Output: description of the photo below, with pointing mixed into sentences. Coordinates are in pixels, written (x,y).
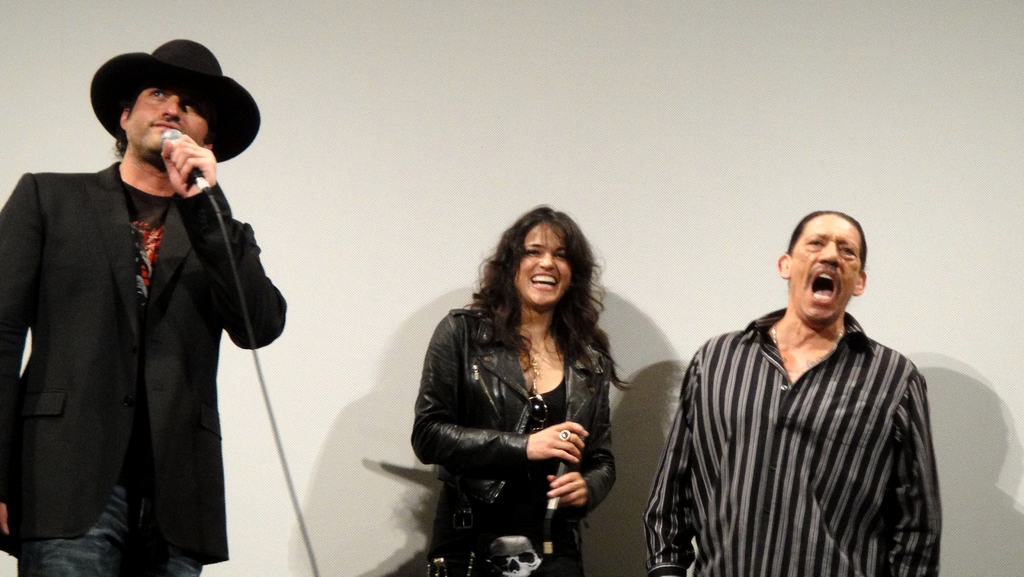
In this picture we can see three people (201,346) two men (212,410) and one woman (527,344) and the man (249,237) on the left side (259,285) is holding a microphone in the background (549,176) we can see a wall (548,153) the man (811,363) on the right side (771,406) is shouting something.
